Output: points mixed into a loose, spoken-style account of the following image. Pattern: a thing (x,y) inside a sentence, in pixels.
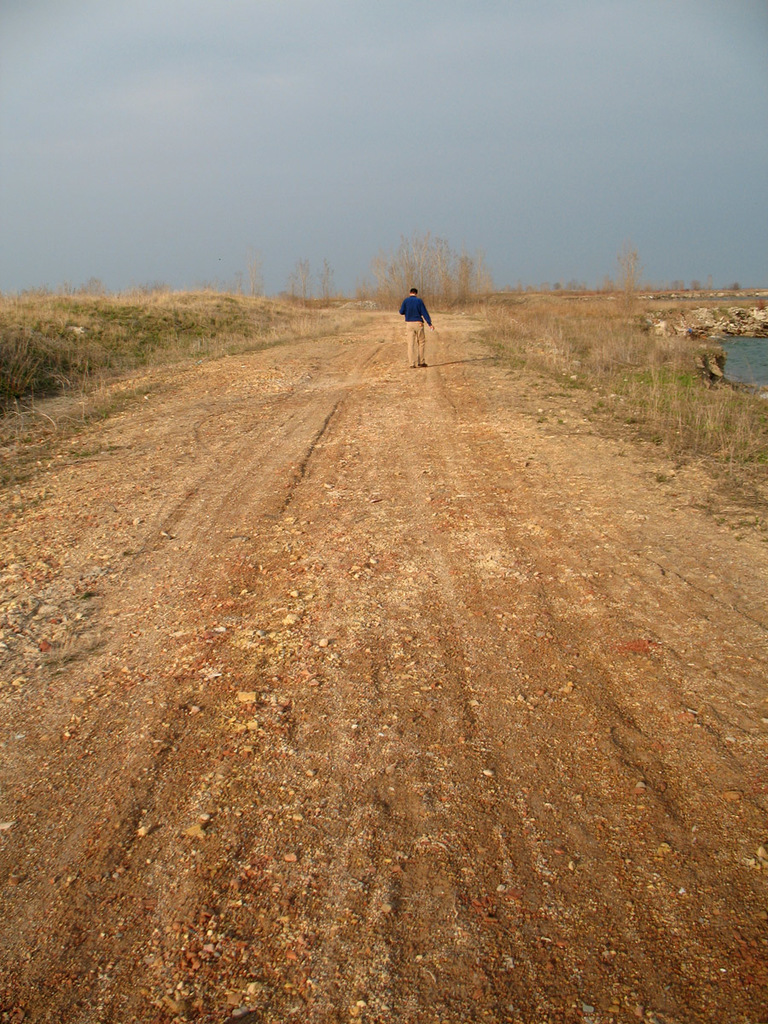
In the image we can see a person (409,315) wearing clothes (418,320), here we can see grass (45,382), water (748,350), a path (252,445) and a sky (397,180).
